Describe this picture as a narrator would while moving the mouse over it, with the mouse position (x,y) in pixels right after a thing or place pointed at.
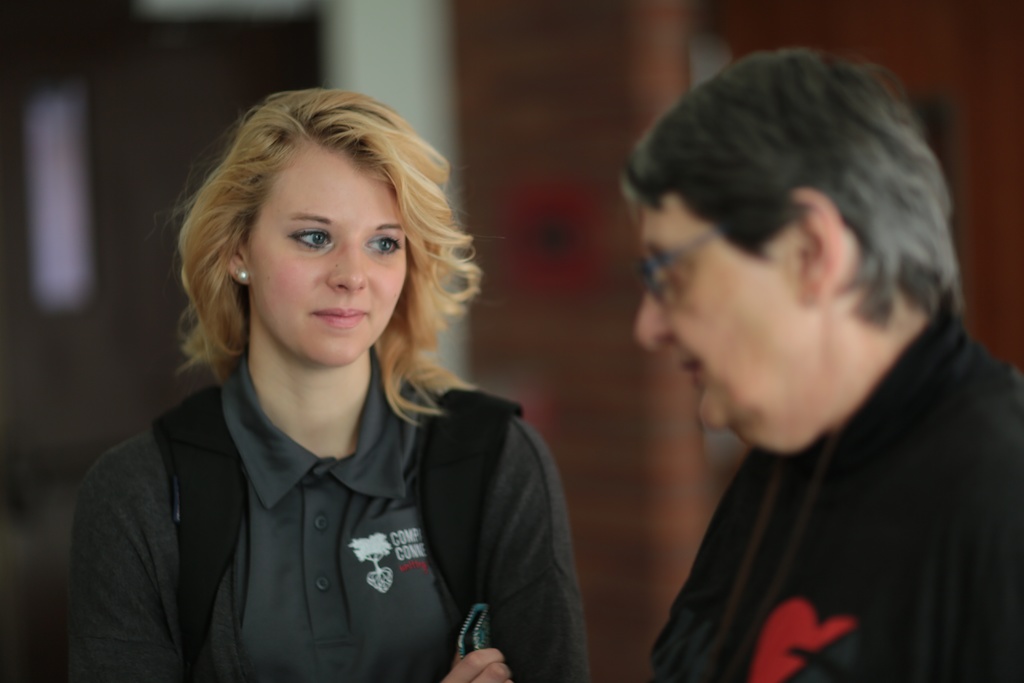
In the picture we can see a woman (340,496) standing and looking side and smiling and wearing a bag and beside we can see another person (701,187) standing with a black dress (962,432).
